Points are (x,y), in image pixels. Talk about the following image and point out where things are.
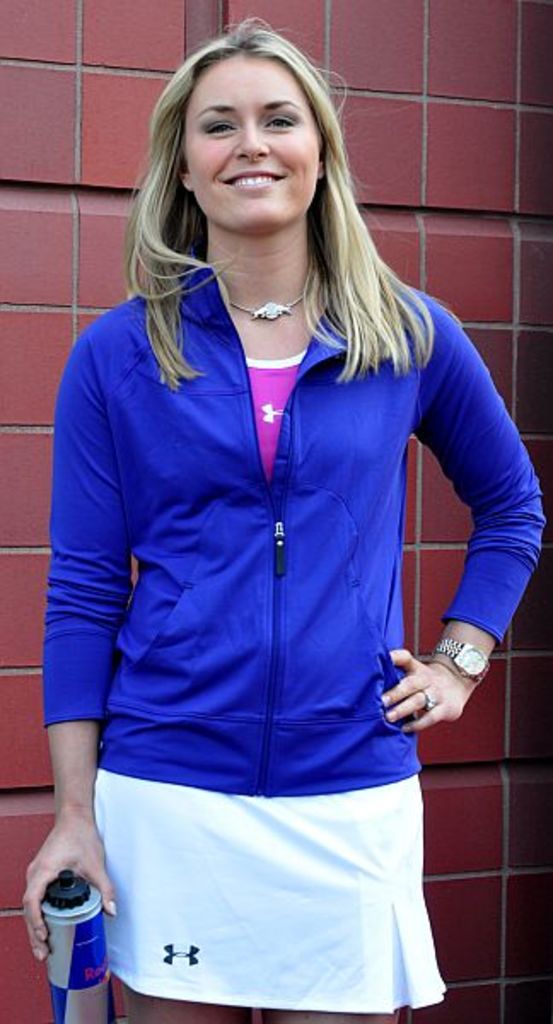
In this picture we can see woman (140,747) wore jacket (213,586) holding bottle (66,909) in her hand (88,801) and smiling and in background (459,153) we can see brick wall (455,105).
